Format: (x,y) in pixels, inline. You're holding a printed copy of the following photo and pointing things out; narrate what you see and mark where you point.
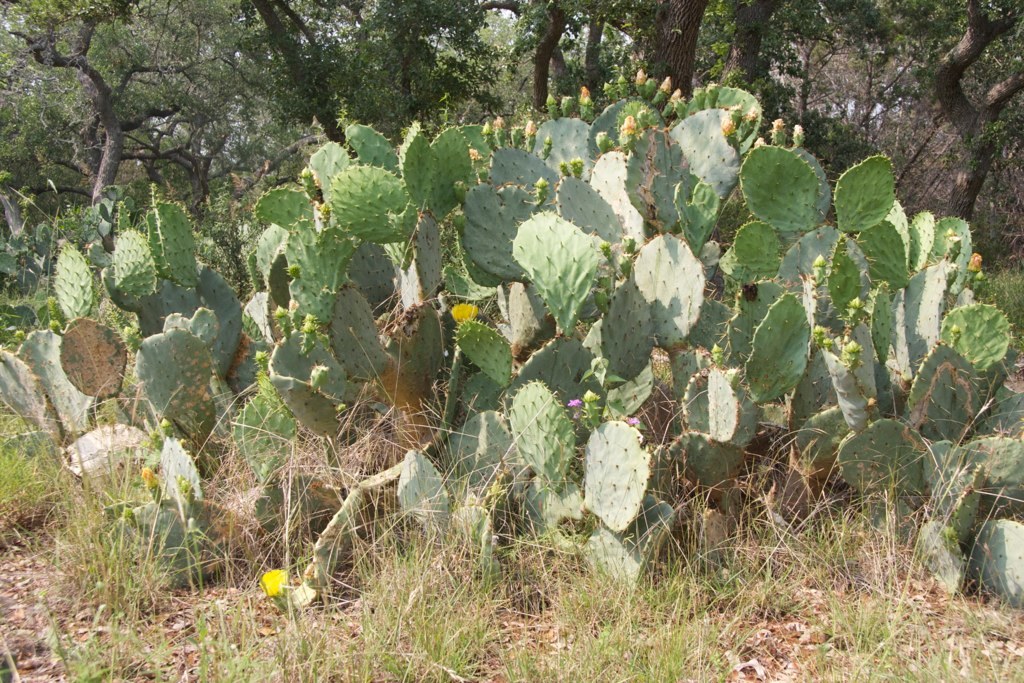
Here we can see plants (902,289) and grass (375,662). Background (403,93) we can see trees (439,91).
